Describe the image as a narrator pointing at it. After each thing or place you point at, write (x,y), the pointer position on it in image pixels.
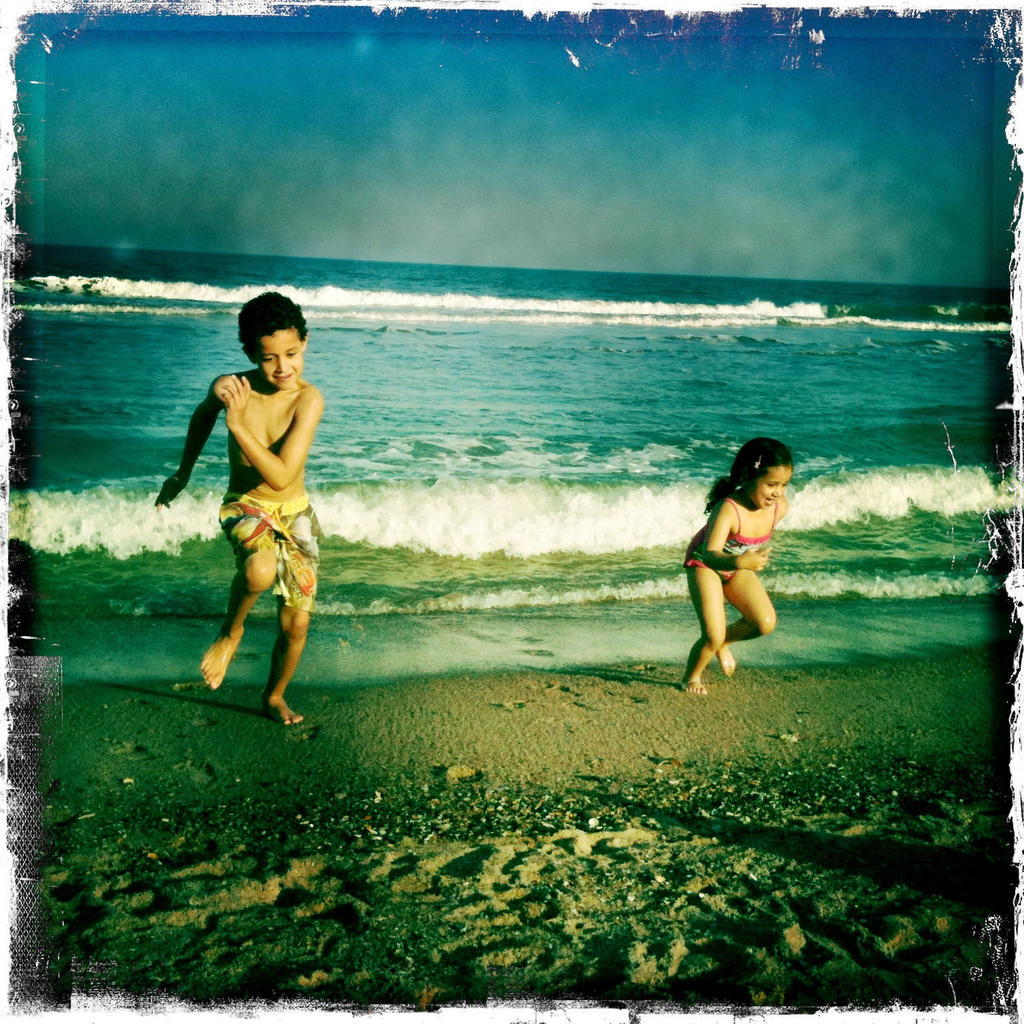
This picture might be a photo frame. In this image, on the right side (692,548), we can see a girl (728,486) running on the sand (763,754). On the left side (290,305), we can also see a boy (255,308) running on the sand (332,774). In the background (342,555), we can see a water (498,301) in an ocean (498,382). At the top (651,178), we can see a sky (561,205), at the bottom (553,743), we can see a sand (808,709) with some stones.
